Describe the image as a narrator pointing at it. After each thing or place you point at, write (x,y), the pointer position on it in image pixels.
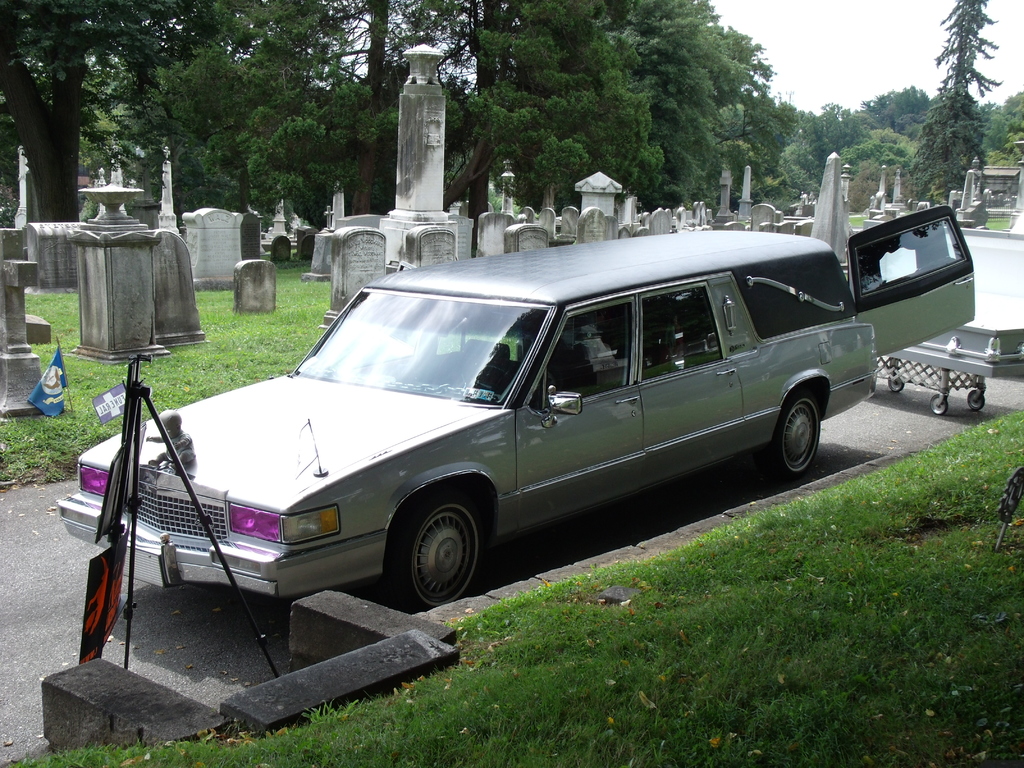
In the middle of this image (578,256), there is a gray color vehicle (804,241) on a road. On the right side (864,633), there's grass (531,711) on the ground (425,736). In the background (743,195), there are trees (945,109), graves (23,346) and grass (298,311) on the ground (74,332) and there is sky (1004,39).
